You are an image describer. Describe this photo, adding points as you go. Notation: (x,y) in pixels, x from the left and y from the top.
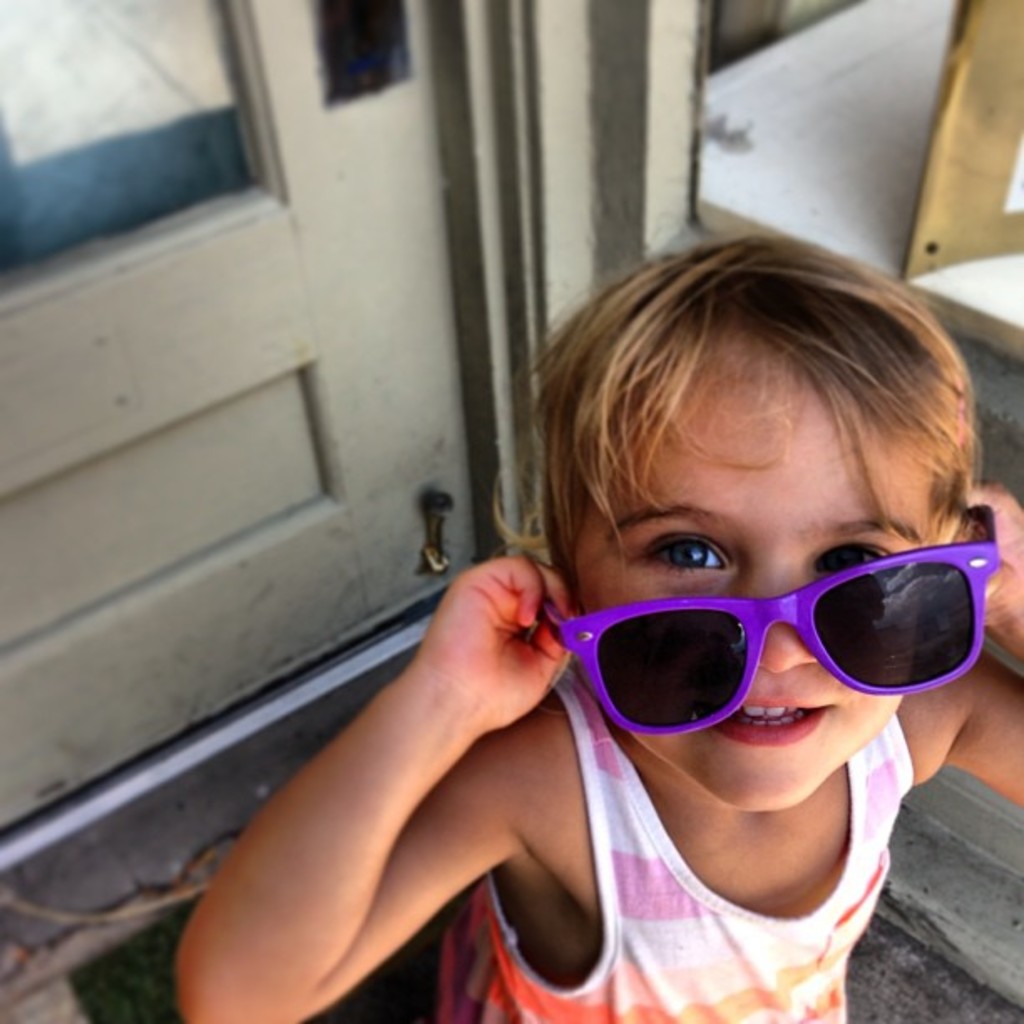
In the picture we can see a child (503,660) standing and holding a shades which are black in color with a violet frame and in the background of the picture (968,230) we can see a door (249,483) which is white in color with a glass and a doormat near the door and beside to it we can see a white color plank (835,139) and something placed on it.
